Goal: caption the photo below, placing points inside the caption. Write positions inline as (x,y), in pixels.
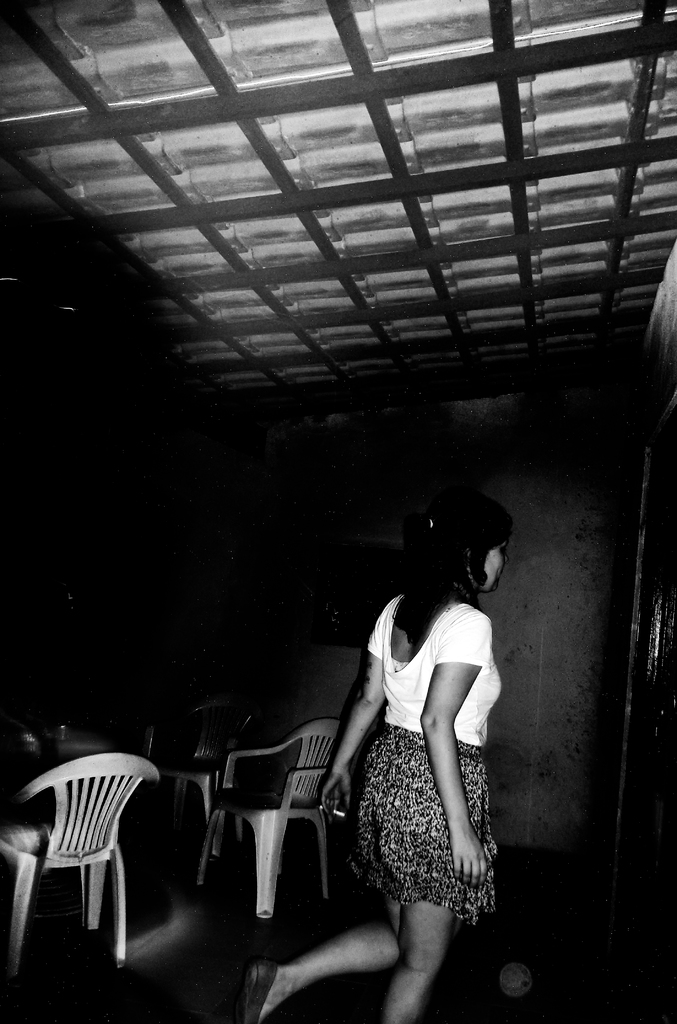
Here we can see a woman (471,726) is standing, and at back here are the chairs (39,787), and here is the wall (371,458).
